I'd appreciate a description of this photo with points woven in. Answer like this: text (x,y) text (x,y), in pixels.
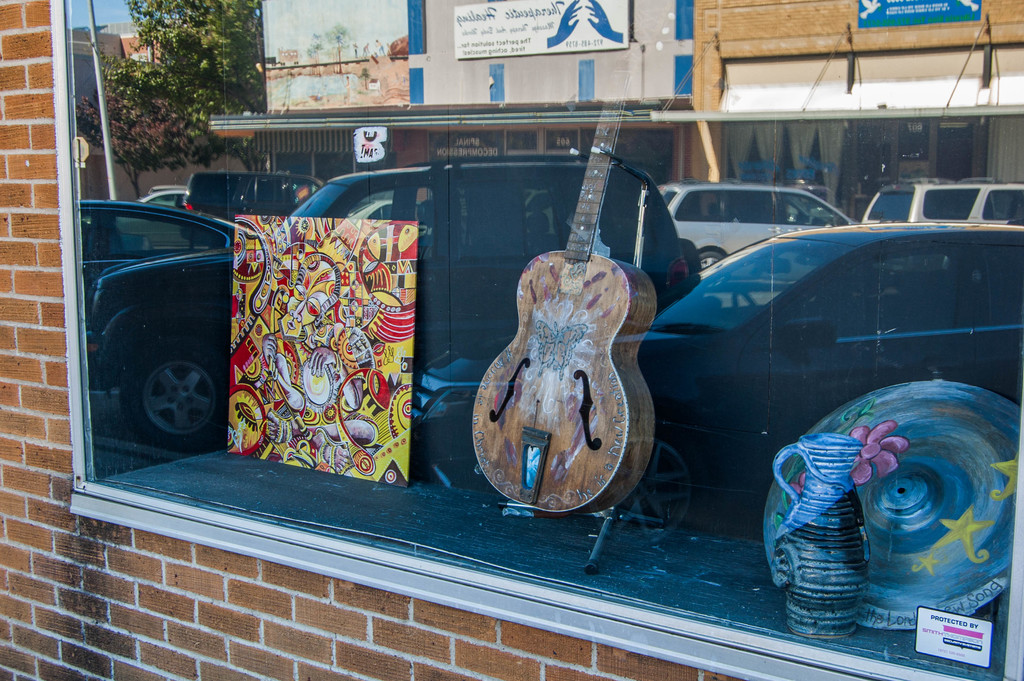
In this picture, it seems to be a picture of the shop (292,206) where, there is a poster (383,464) at the left side of the image (307,235) and a guitar (491,471) at the center of the image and a flower pot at the right side of the image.
